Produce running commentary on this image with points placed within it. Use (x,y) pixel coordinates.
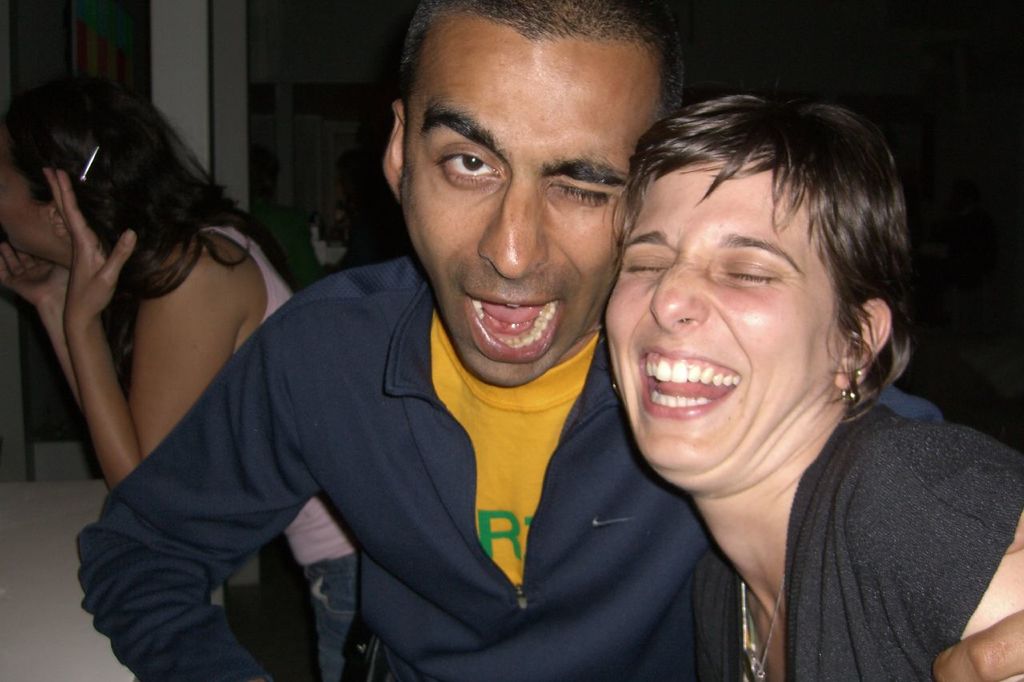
This image consists three persons (436,473). In the front (249,488), the man (393,498) is wearing a blue jacket (543,612). At the bottom (72,493), there is a table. On the right (890,410), the woman (946,534) is wearing a black dress (861,550). The background (55,64) is dark.
